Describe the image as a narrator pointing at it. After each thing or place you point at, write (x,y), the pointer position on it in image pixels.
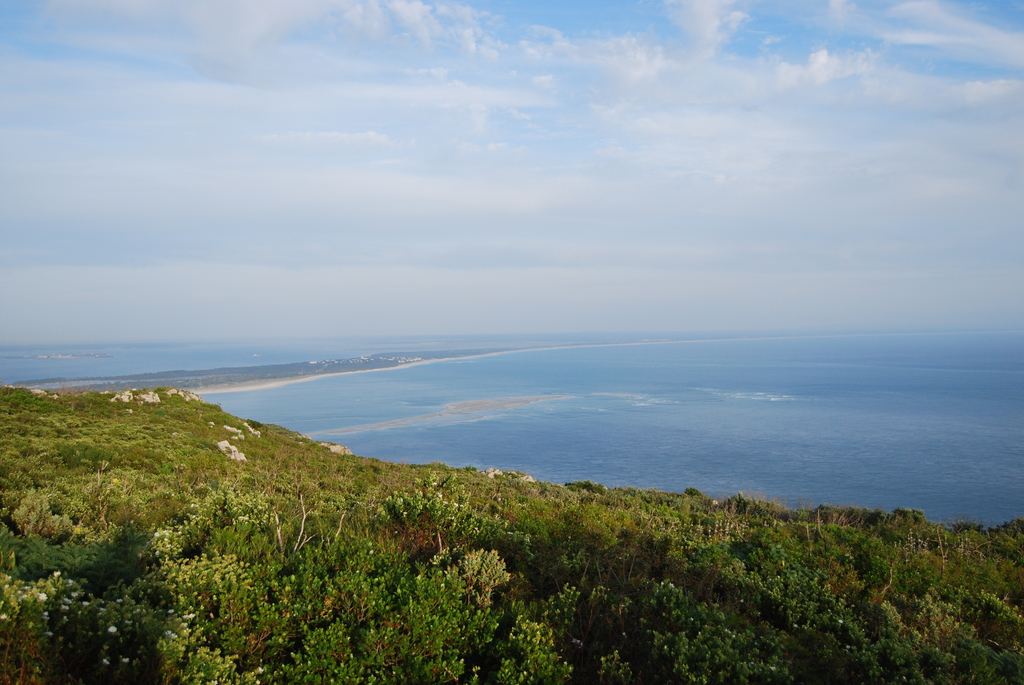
In this picture we can see trees (148,415), water (612,400) and sky (517,208) with clouds (647,188).
